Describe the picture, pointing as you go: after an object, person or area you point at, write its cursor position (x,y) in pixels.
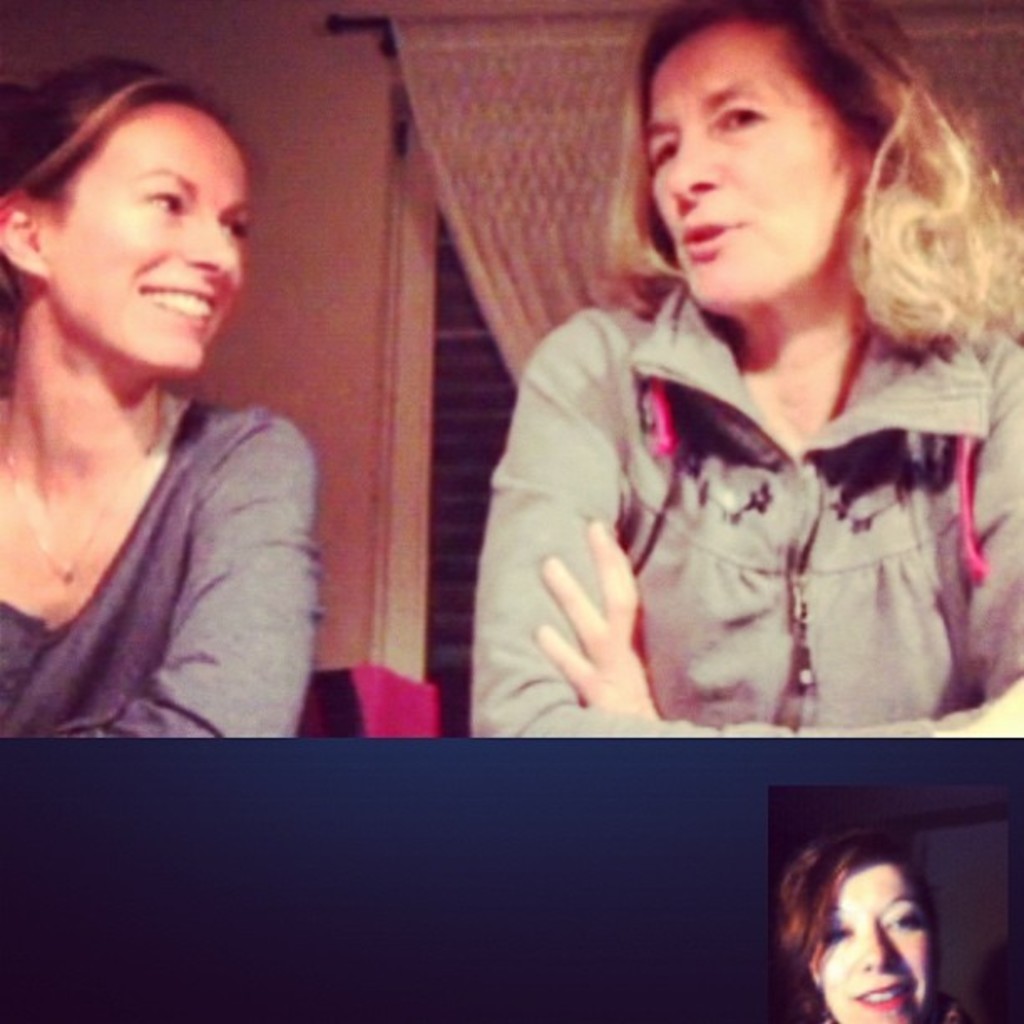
In this image I can see two women (18,553) and here I can see smile on her face (168,345). I can see one of them is wearing jacket (745,550) and here I can see face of a woman (849,857).
